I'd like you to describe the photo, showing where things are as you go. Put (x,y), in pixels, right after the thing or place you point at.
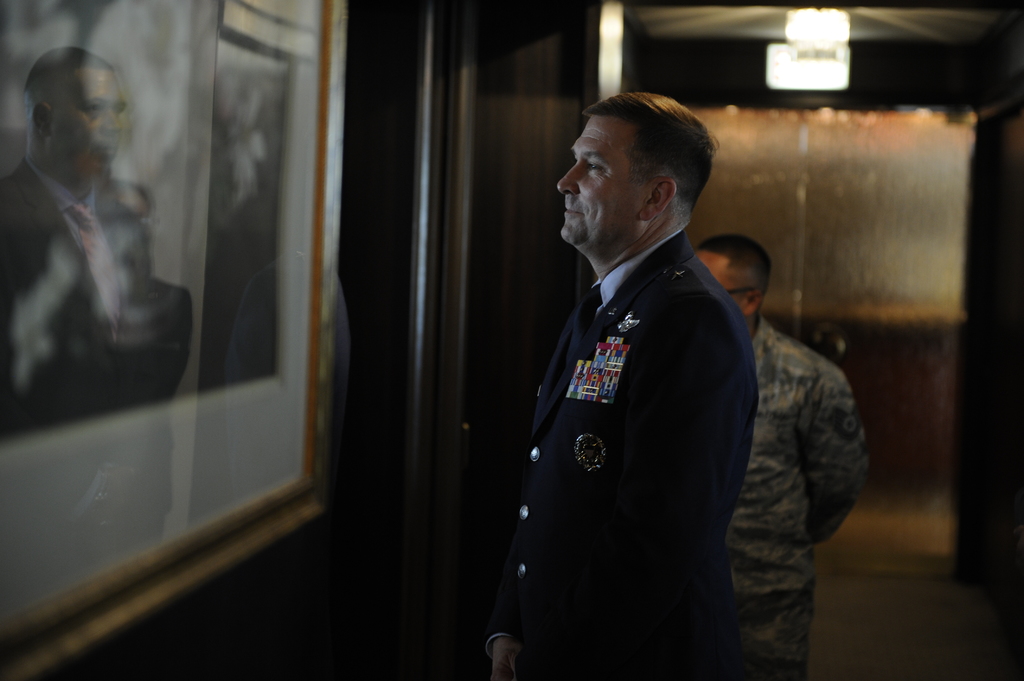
In this picture I can see there is a man (573,402) standing and he is wearing a uniform (691,500) and is smiling, he is looking at the left side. There is another person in the backdrop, there are lights (796,81) attached to the ceiling (952,25).
